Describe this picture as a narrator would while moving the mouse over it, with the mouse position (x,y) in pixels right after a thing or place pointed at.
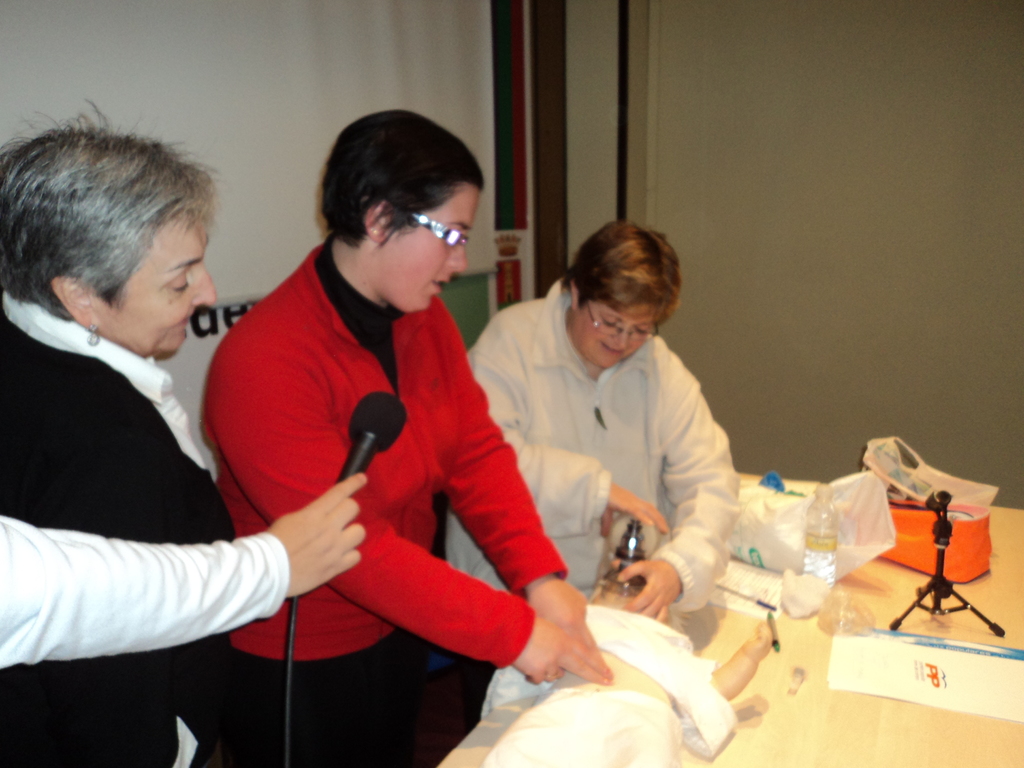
In this picture we can see a microphone (343,479) in the hand (308,568) of a person (275,580). There are three women (212,500) standing. We can see a microphone stand (995,629), a bottle (827,562) and other objects (679,734) on the table (480,731). There is the text (228,307) on an object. We can see a few things (535,279) in the background (530,258).
